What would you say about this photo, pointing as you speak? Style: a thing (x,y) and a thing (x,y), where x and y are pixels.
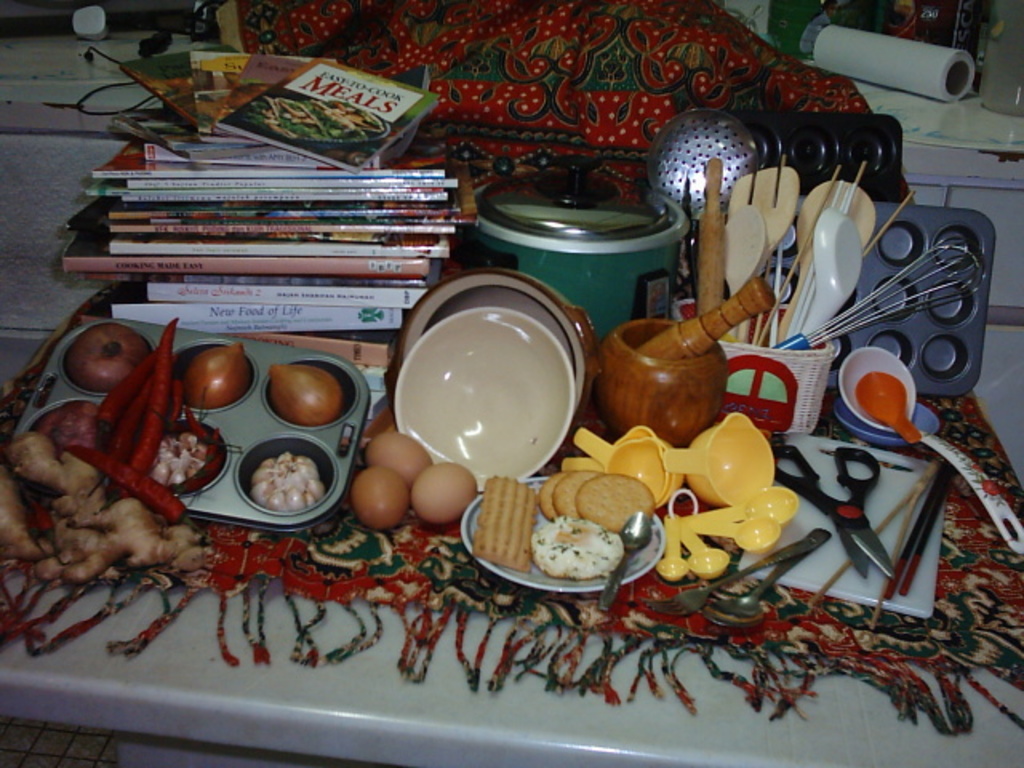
In the image I can see a cloth (949,407) on which there are some books (267,59), food items (585,500) and some other things (517,356) placed on it.
